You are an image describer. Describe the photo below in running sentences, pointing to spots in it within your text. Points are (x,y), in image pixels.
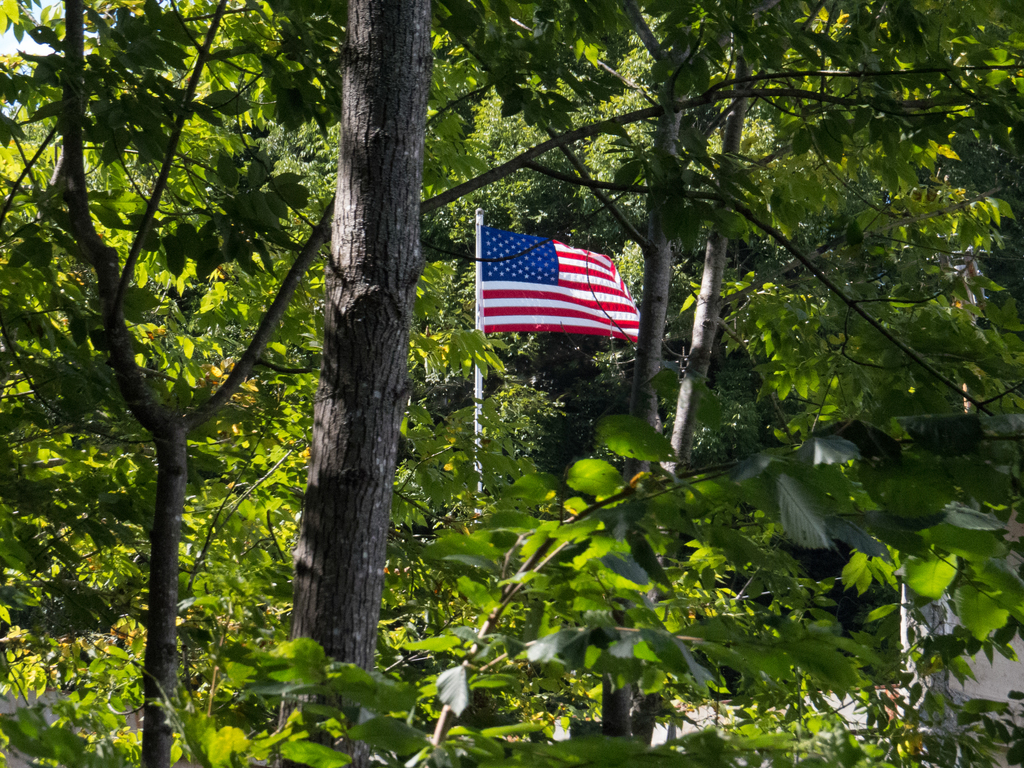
In this picture there is a flag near to the plants (536,360). Here we can see many trees (416,386). On the bottom right (986,674) we can see some structure (844,710). On the top left corner (6,41) we can see sky (13,40) and clouds (11,41).
